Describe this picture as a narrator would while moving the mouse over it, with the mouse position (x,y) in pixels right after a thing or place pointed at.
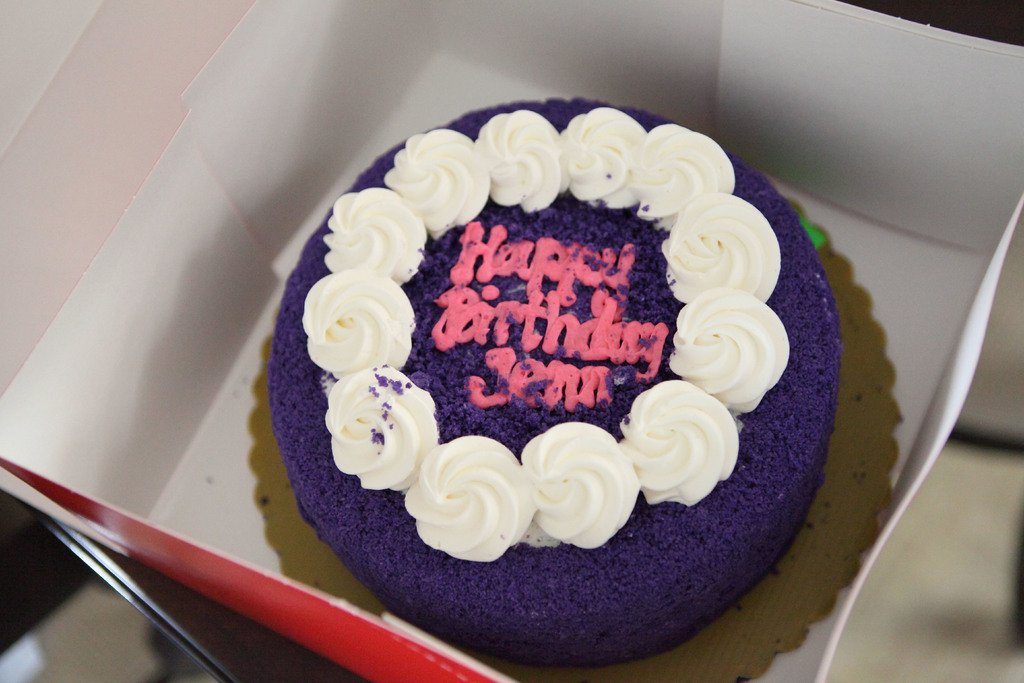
In this image we can see a birthday cake (629,383) in the box (513,82).
